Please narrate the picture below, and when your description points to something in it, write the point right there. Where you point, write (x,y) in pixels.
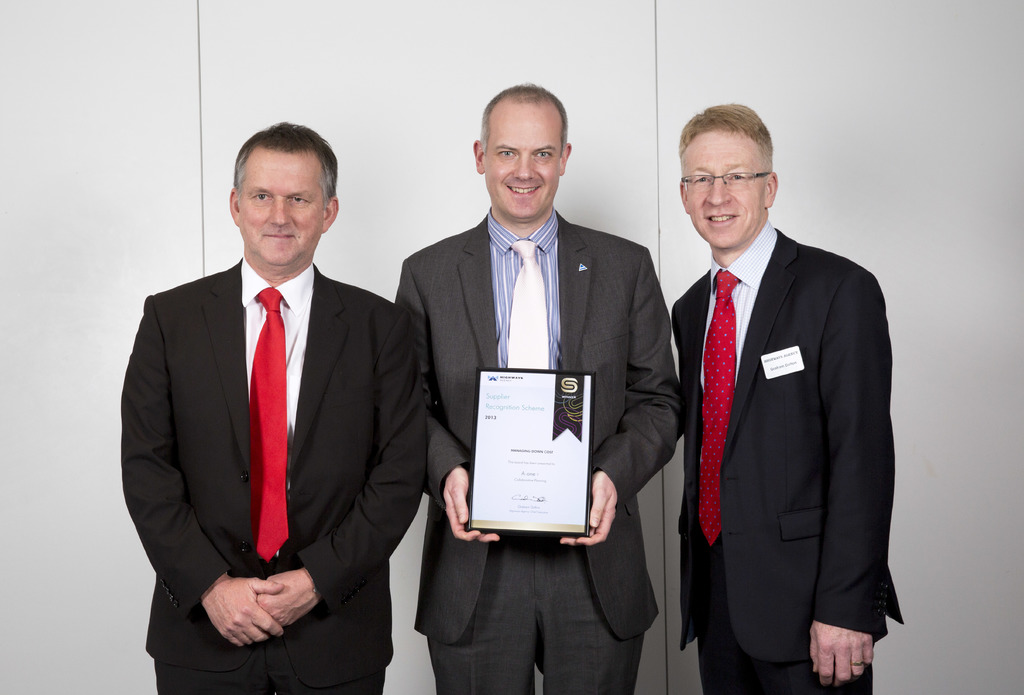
There are people (521,230) standing and smiling and this man (465,531) holding a frame (505,389), behind these people (563,252) we can see white wall (880,127).
